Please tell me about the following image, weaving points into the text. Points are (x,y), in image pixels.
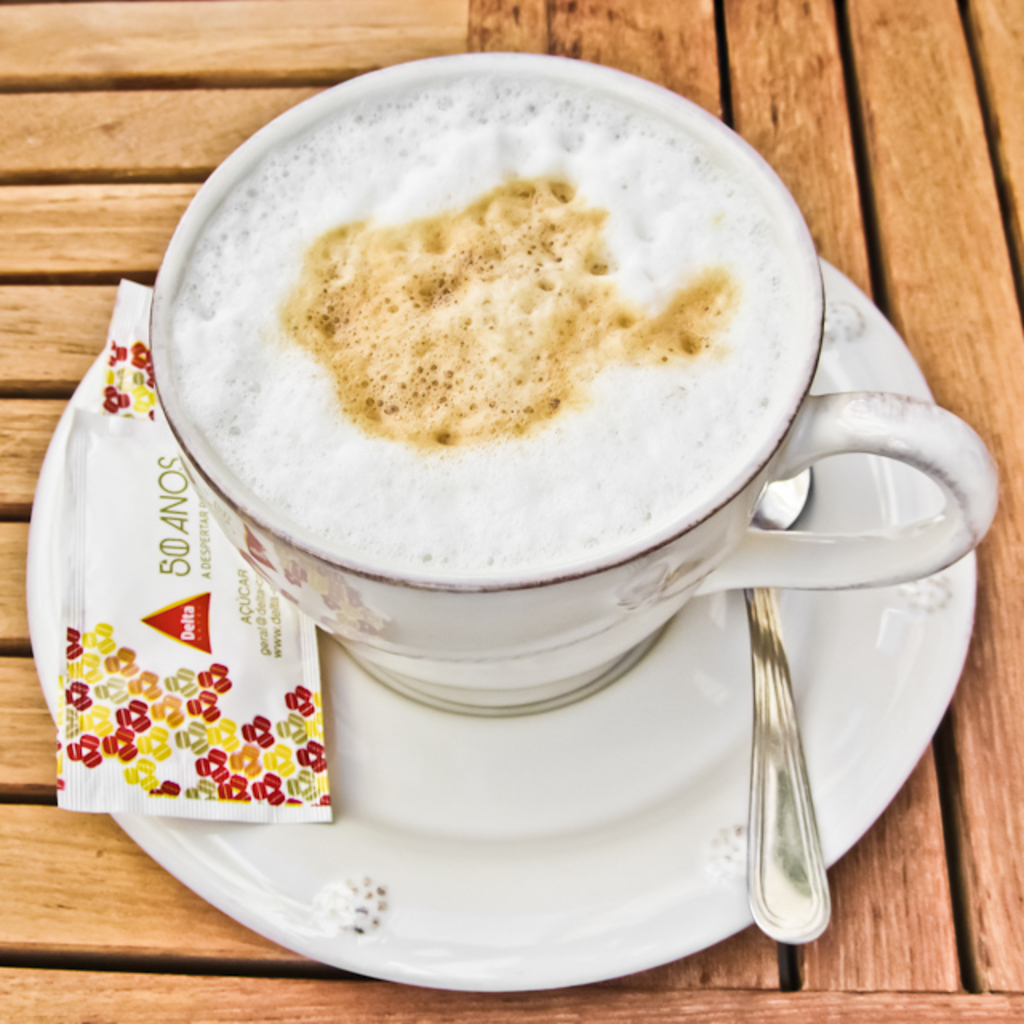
In this image we can see beverage (429,514) in cup (438,598), spoon (773,694) and saucer (422,840) placed on the table (904,233).
